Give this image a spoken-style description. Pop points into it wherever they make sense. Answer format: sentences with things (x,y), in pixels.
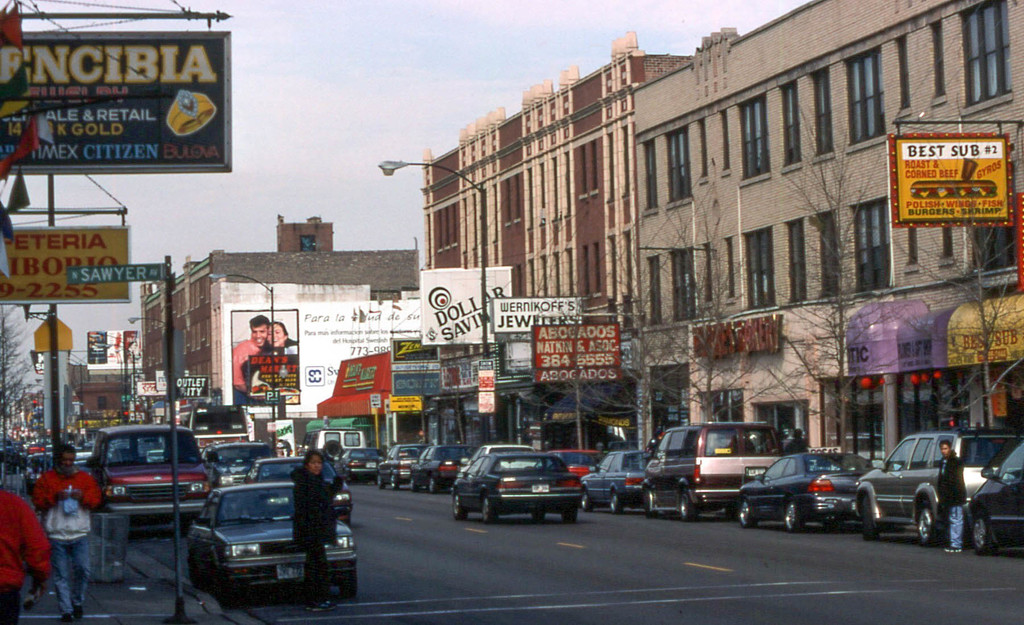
In this image I can see a road (519,557), on the road (445,510) I can see vehicles (193,461), persons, poles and sign boards (162,40) visible, at the top (440,77) I can see the sky (463,69), on the right side (725,214) I can see building (771,199), in front of the building (723,248) I can see trees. On the left side (57,520) I can see persons (38,488) walking on the sidewalk (212,612).
